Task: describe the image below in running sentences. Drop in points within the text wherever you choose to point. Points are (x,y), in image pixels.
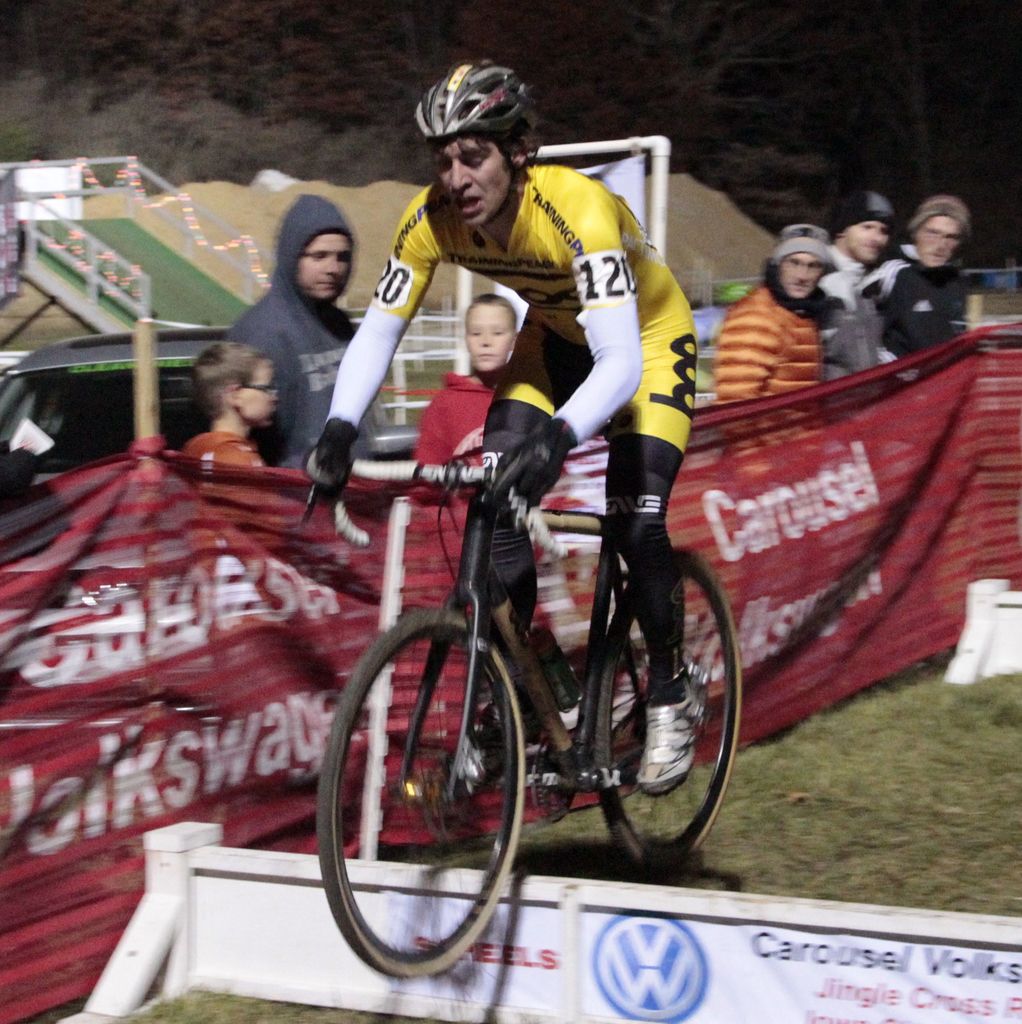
In this image I can see a man (467,96) cycling his cycle (639,727). In the background (283,429) I can see few more people (869,198).
